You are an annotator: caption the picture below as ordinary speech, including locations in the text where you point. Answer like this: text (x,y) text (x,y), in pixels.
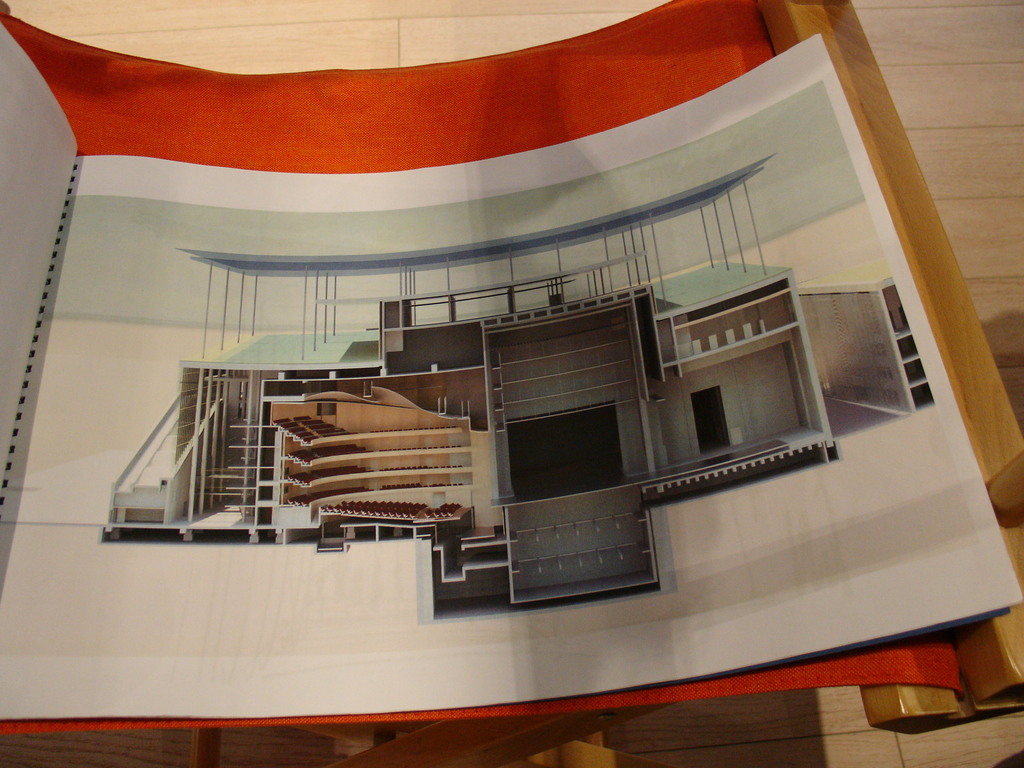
In this picture I can see a picture (336,438) of a building (380,399) on the paper (540,287) and it is on the cloth chair (63,88) and the cloth (63,88) is orange in color.
